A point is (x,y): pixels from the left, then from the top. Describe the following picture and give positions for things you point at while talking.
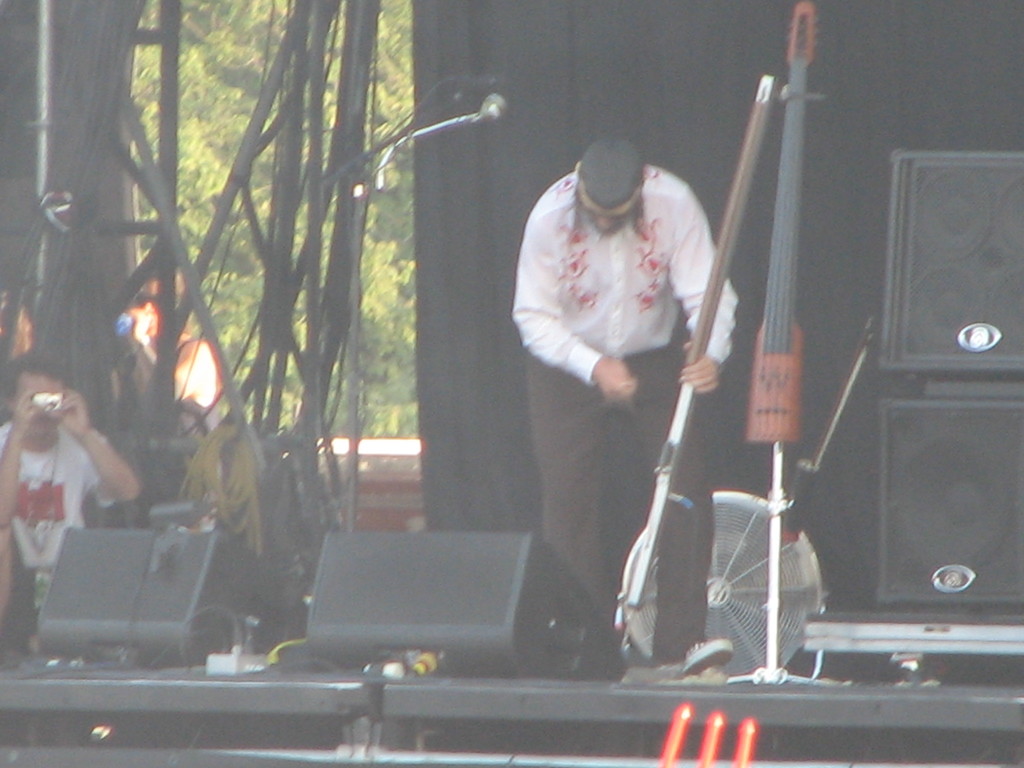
Here I can see a man (586,423) standing on the stage (338,681) and holding an object (667,484) in the hands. At the back of this man (691,315) there is a fan (741,562). On the right side (932,520), I can see the speakers (932,424). In the background (550,124) there is a black color curtain (488,221). On the left side (43,532), I can see a man (29,516) is sitting and capturing the picture by holding camera (56,408) in the hands (71,420). In the background (302,294), I can see some sticks (233,197) and trees (214,104).
